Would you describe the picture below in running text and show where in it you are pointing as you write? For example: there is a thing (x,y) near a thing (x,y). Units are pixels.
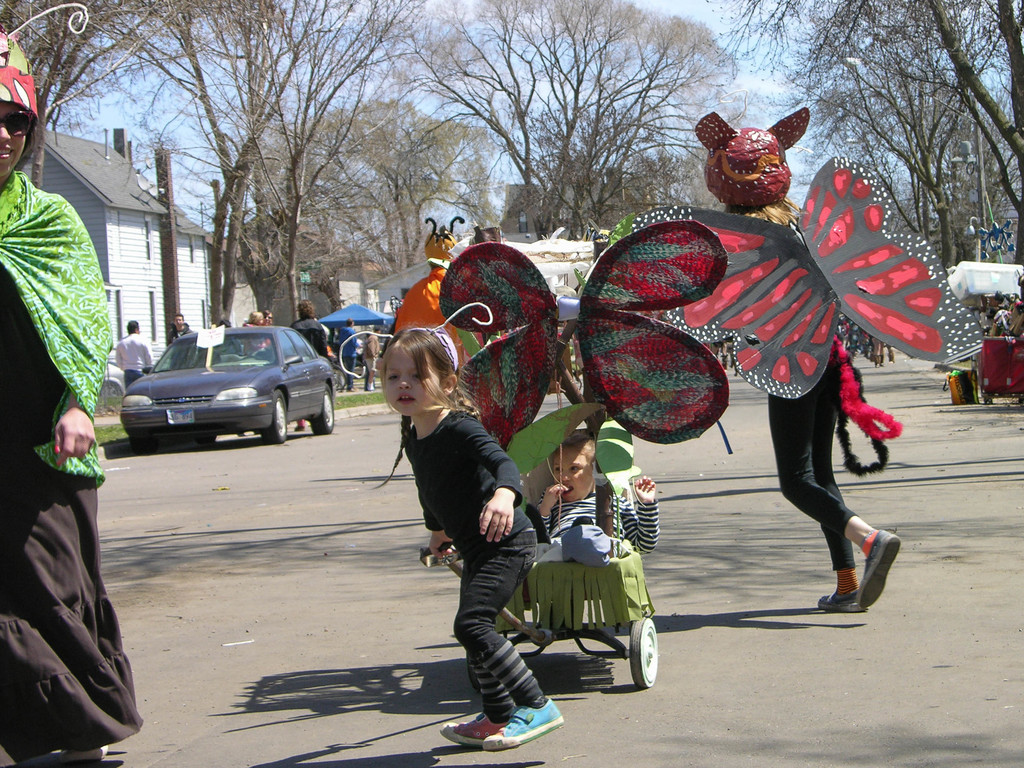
In the image we can see there are people (480,425) wearing clothes (42,374), shoes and they are wearing butterfly wings (701,244) and caps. We can even see a baby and a girl (515,663). There are many buildings (299,285), vehicles (280,335) and trees (430,182). Here we can see the grass (364,400) and the sky (707,15).
